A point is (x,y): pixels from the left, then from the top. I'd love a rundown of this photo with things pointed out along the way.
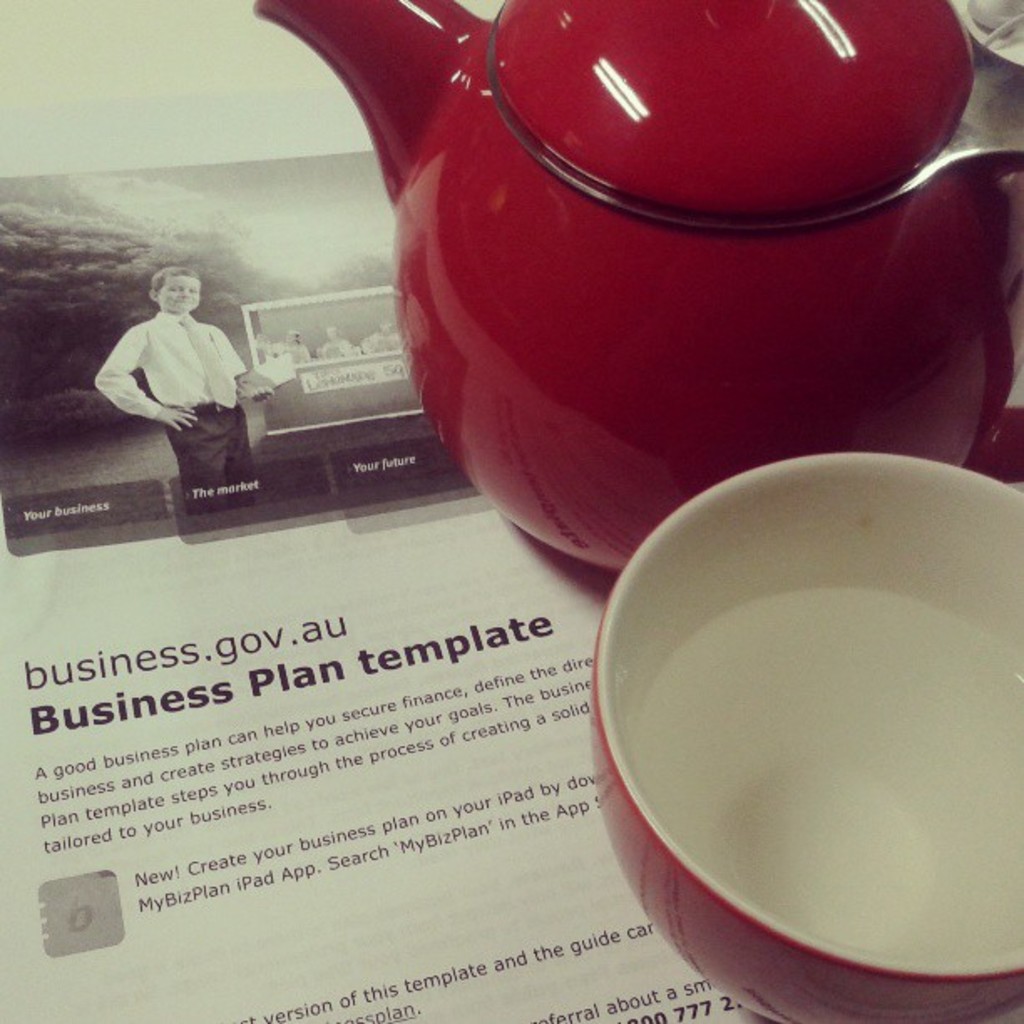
In the image we can see there is a kettle (644,291) and there is a bowl (640,686) kept on the paper (343,851) and there is a picture (204,356) of a kid (208,392) on the paper (208,392). There is a matter (171,751) written on the paper (255,829).
